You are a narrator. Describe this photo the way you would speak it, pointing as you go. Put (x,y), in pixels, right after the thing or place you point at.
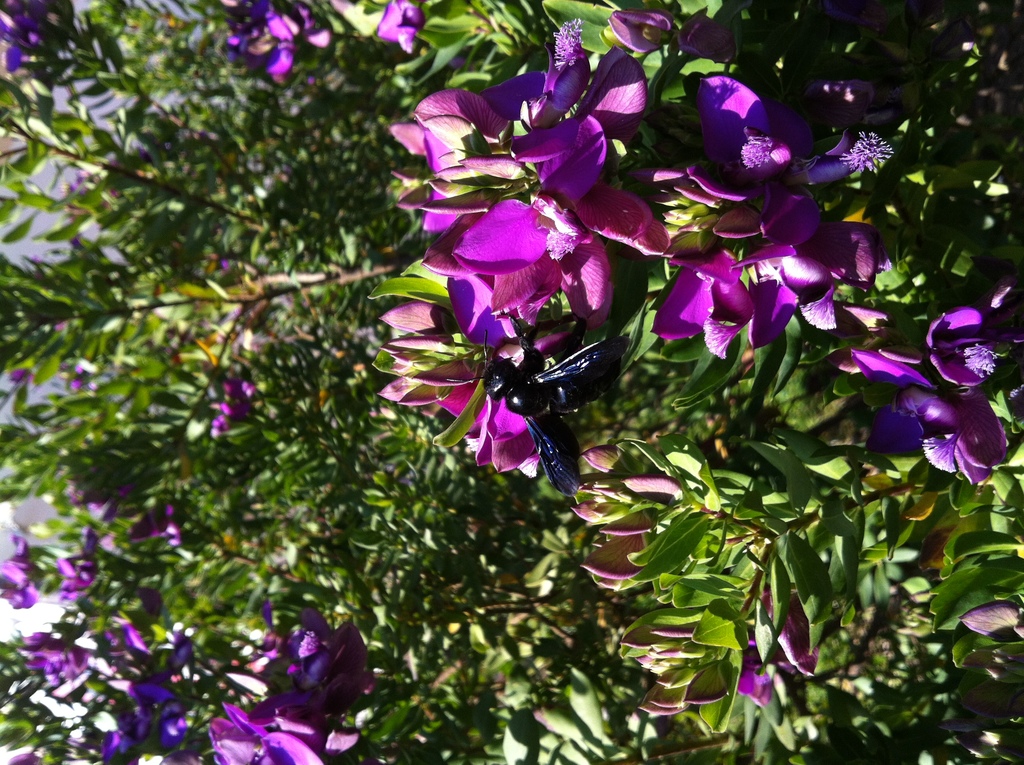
In this image we can see bee (522,386) on the flower (447,330). In the background (185,313) we can see trees (180,401).
